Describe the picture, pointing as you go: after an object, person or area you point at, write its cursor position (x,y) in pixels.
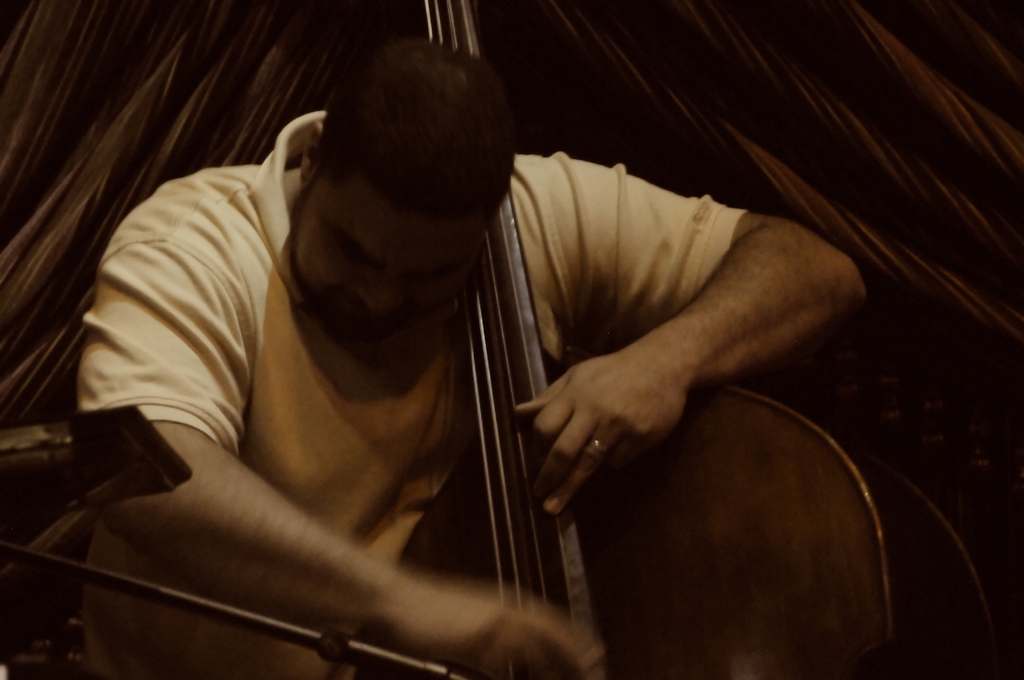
In this image I can see a person (140,507) playing a musical instrument (554,537). In the background (628,145) it is looking like a curtain (681,171).
